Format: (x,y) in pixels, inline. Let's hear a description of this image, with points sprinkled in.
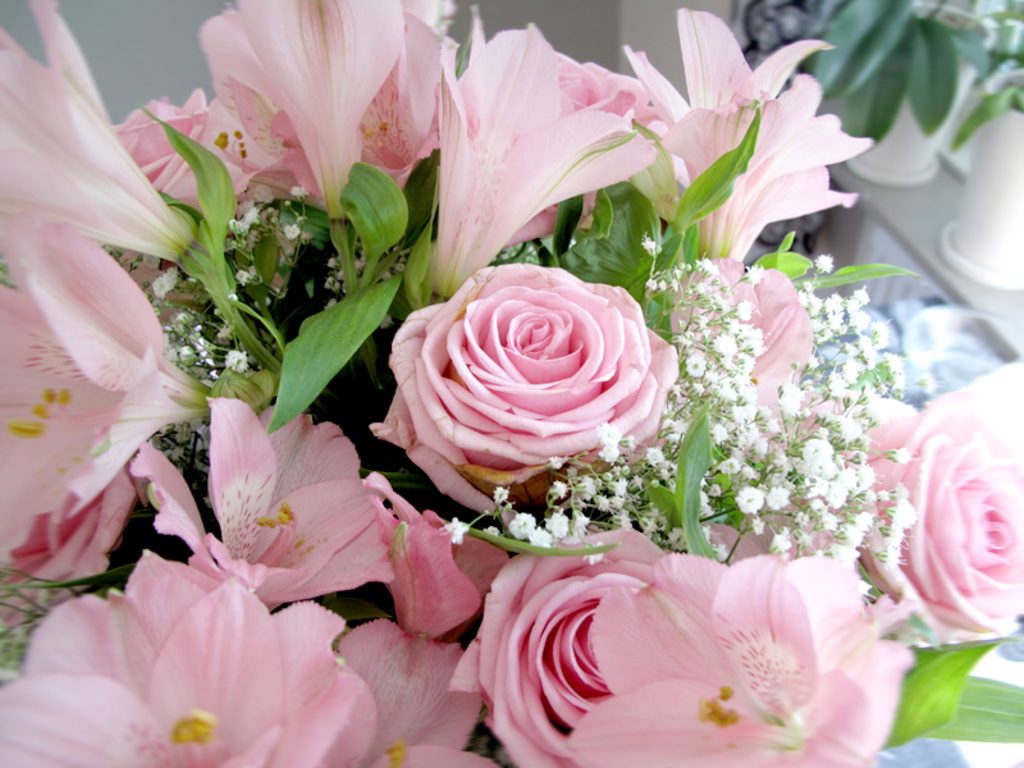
In this image I can see number of pink colour flowers (402,345) and green colour leaves (710,199). I can also see this image is little bit blurry from background (882,7).
